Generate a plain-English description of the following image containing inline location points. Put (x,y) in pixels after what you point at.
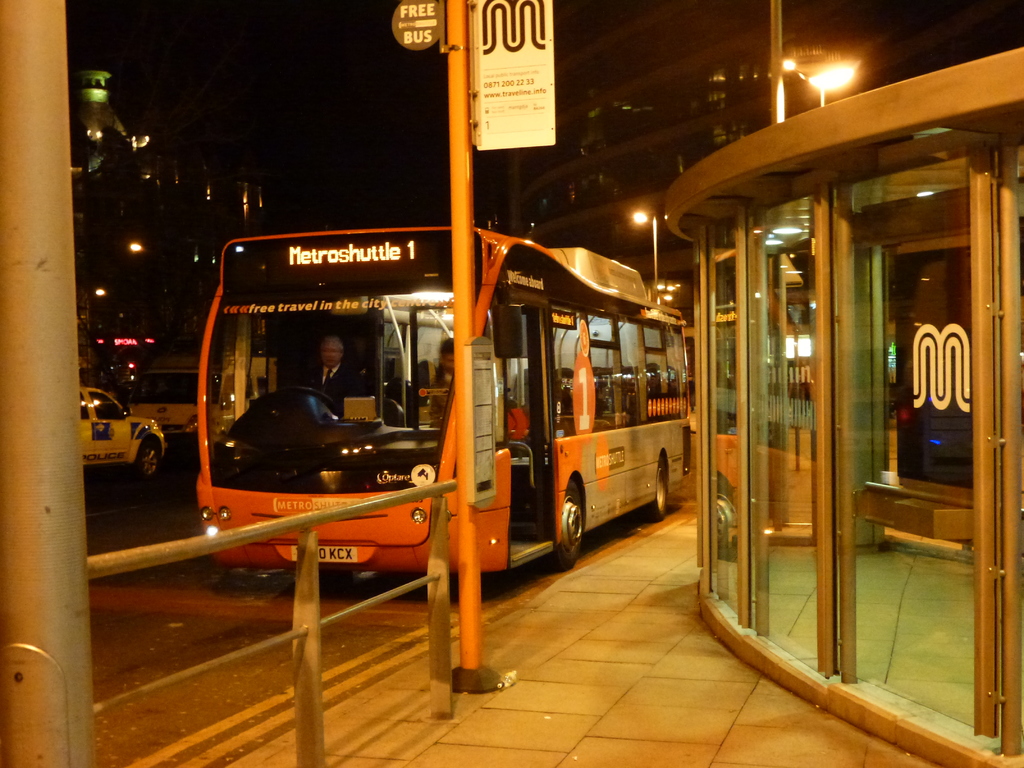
In this picture we can see the footpath (608,622), poles (472,540), name boards (530,8), vehicles (339,459) on the road (114,505), buildings (126,257), lights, some objects (213,541), two people (346,390) are in a bus (424,369) and in the background (635,50) it is dark.
